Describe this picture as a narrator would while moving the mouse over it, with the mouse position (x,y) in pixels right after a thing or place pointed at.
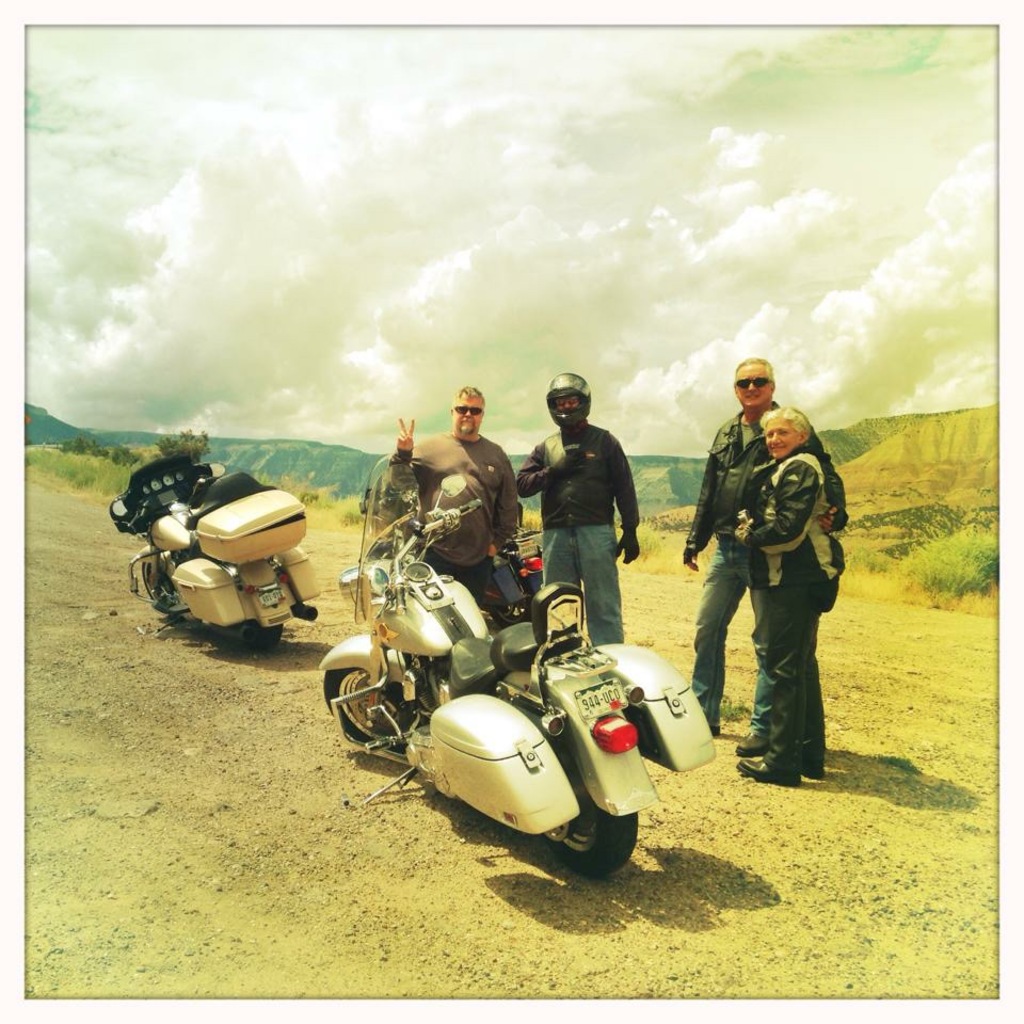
In this image three bikes (429,605) are on the land (821,853). Right side (758,625) few persons (745,478) are standing on the land (734,810) having some grass (907,575). Middle of the image (550,568) there is a person (564,430) wearing a helmet (584,399). Background there are few hills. Top of the image (457,257) there is sky (563,233) with some clouds (634,268).
